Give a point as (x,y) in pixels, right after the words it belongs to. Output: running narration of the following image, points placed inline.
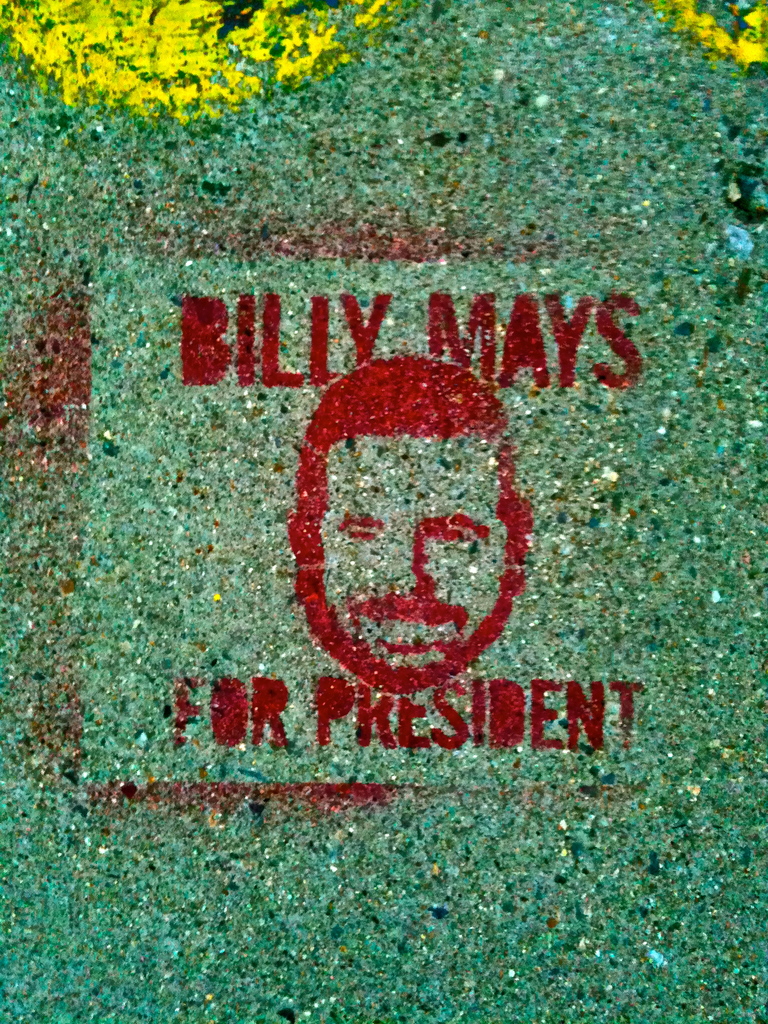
In this image we can see some text (503,690) and the painting (483,649) of the face (483,638) of a person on the surface (371,853).
